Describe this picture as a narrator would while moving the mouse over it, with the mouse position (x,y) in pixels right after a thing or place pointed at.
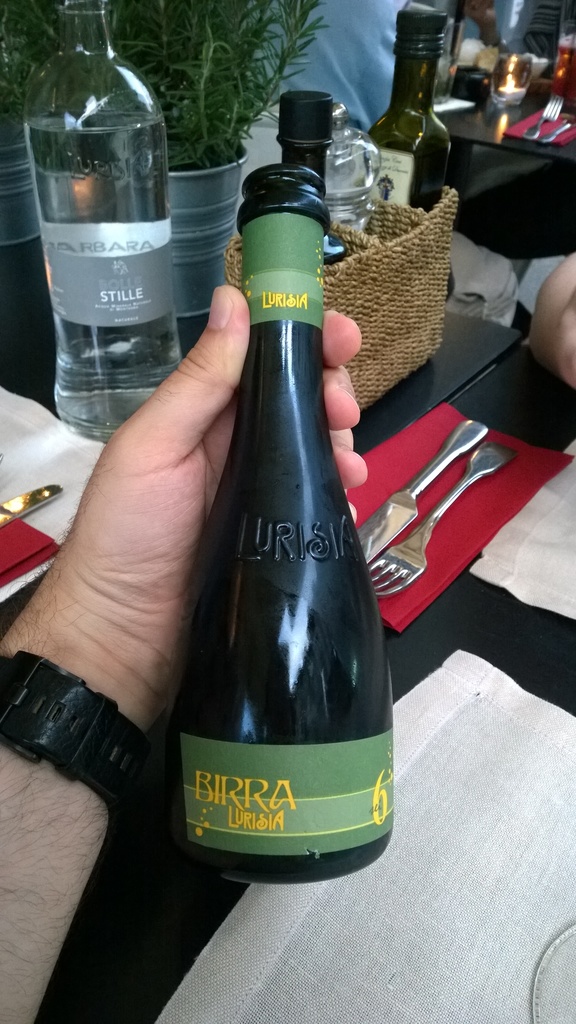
In this picture a man (159,630) is holding a bottle (254,558) in his hand (116,570), in front of him we can find couple of bottles (406,101), forks (419,569), knives (438,467) and a plant (238,79) on the table (475,645).
